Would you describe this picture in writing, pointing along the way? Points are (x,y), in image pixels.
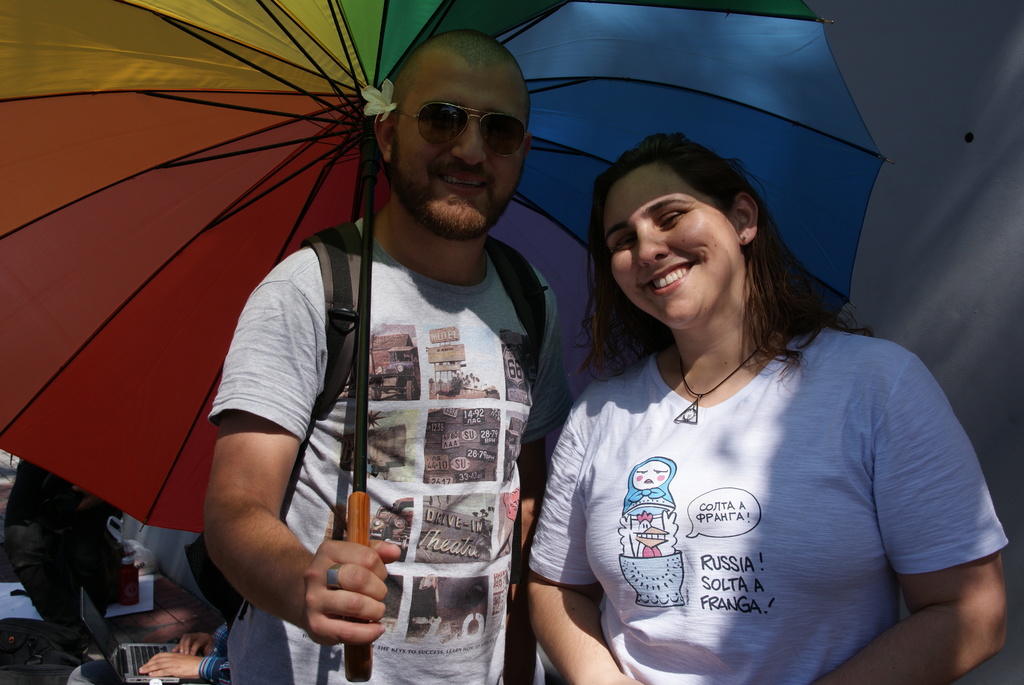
In the bottom left corner of the picture (141,649) we can see a laptop (128,648) on a person's lap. In this picture a person's hands (197,644) are visible. We can see few objects (132,589). In this picture we can see a man (414,378) holding an umbrella (608,6). Beside him we can see a woman (722,340) is wearing a t-shirt (777,418). They both are smiling. We can see a flower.
